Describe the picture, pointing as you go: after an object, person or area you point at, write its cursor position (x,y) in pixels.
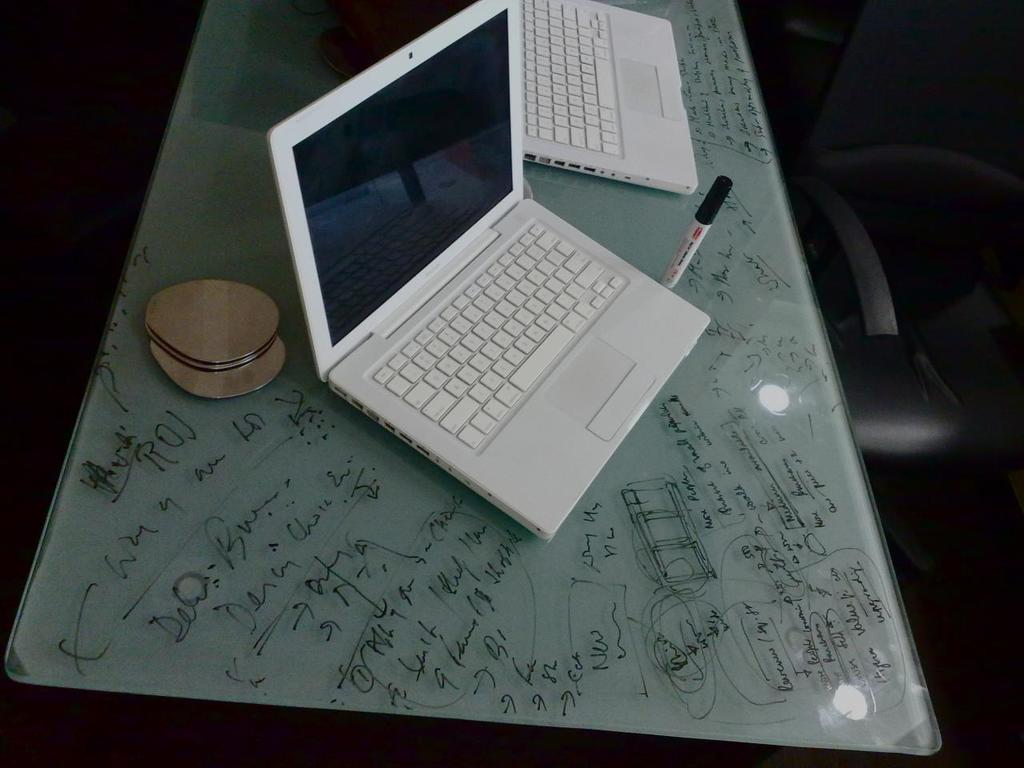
In the center of the image (513,420) there are laptops (629,267), marker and an object (279,365) placed on the table (719,669). On the right (914,560) there is a chair (906,375).
